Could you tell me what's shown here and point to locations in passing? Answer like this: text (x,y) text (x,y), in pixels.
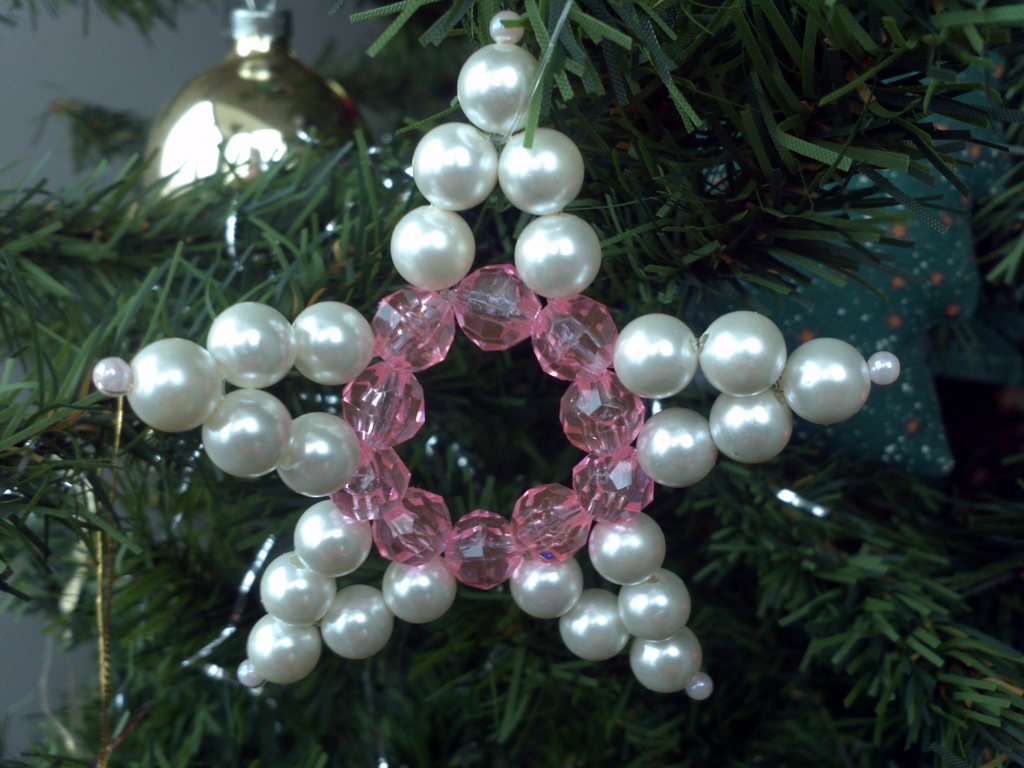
Here it seems to be a Christmas tree (700,289). It is decorated with some pearls (537,273).
